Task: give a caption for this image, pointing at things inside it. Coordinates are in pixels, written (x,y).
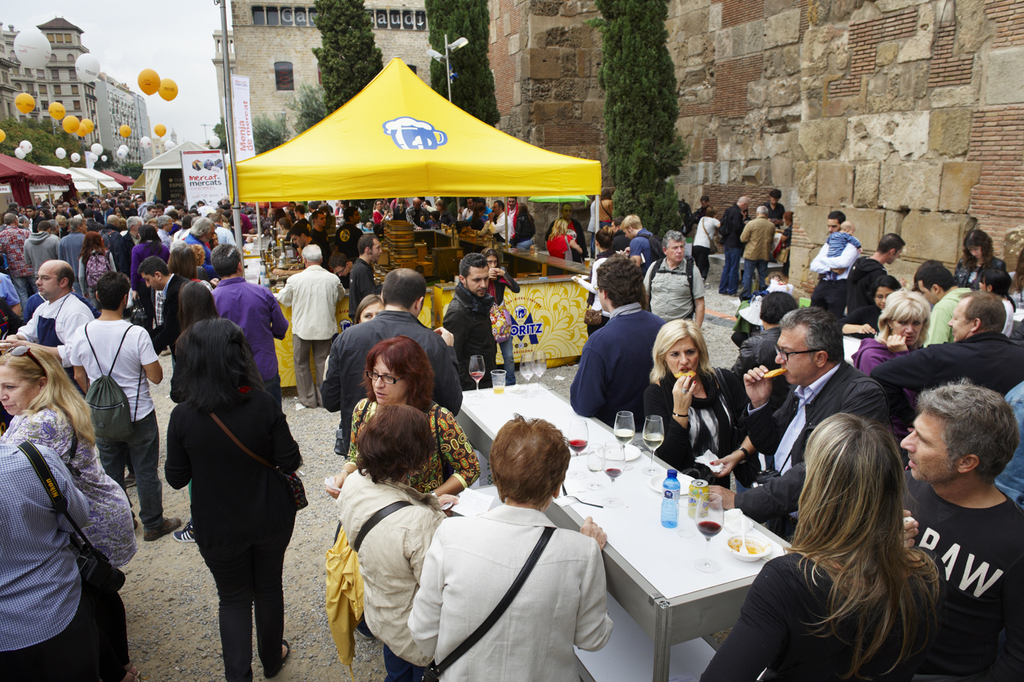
In this image, we can see tents (509,156), balloons (78,155), tables (588,451), glasses (596,484), bottles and there are many people (204,243). In the background (230,47), there are buildings (527,55), poles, trees (281,127), banners (219,178).
